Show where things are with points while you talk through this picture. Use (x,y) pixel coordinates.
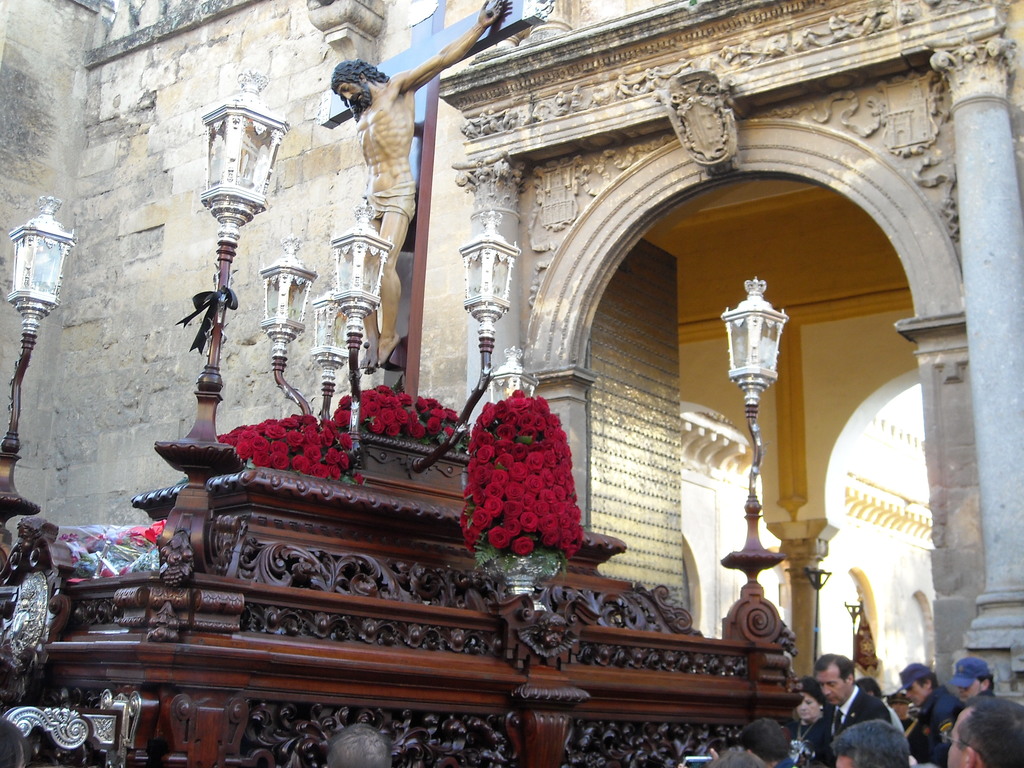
In this image we can see there is a stage (355,590) arranged with flowers (492,505) and lamps (267,202). On the bottom right side (868,752) there are a few people (858,728) standing. In the background (593,255) there is a building (556,390) with statues (397,122) and arches (945,456).
